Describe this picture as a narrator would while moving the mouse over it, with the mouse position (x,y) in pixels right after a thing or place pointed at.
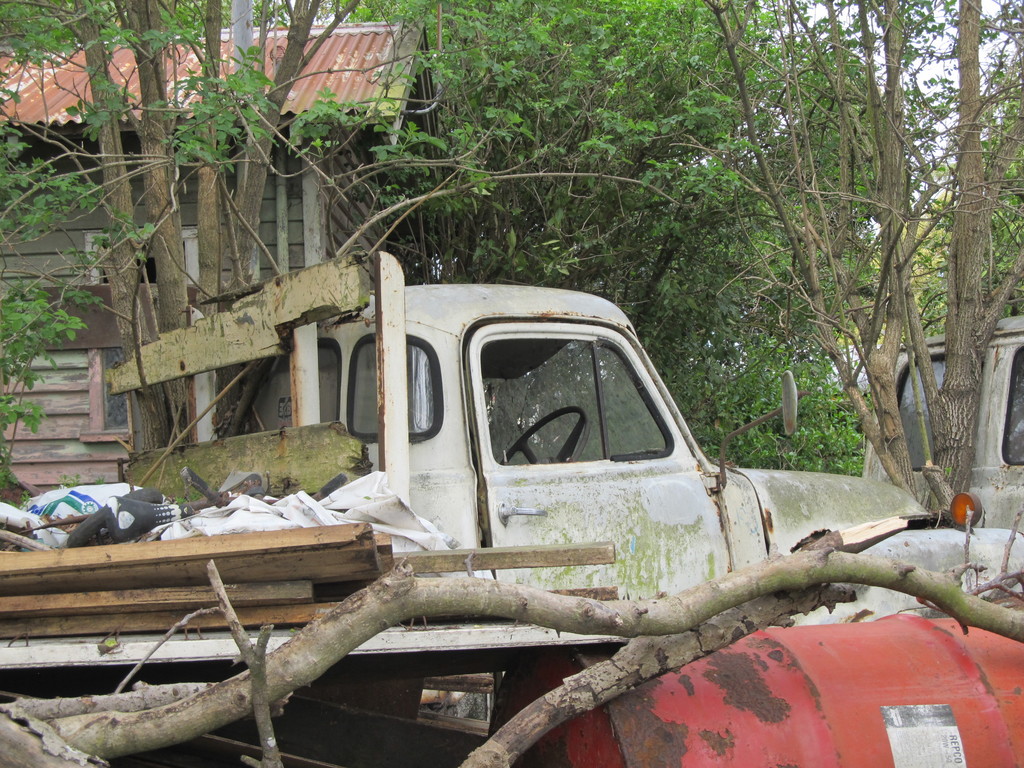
In the image there is a vehicle (113,653) and around the vehicle (577,584) there are branches (618,614), trees (518,166), a house (311,97).
